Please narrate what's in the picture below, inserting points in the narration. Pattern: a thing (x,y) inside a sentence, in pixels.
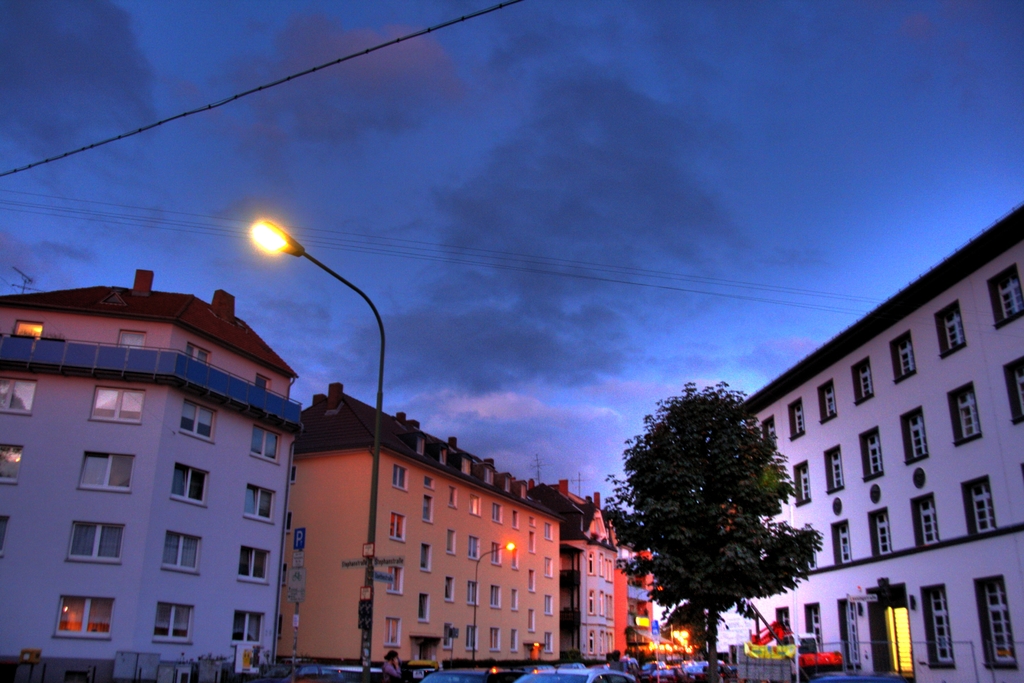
This is a picture of a city (547,617), where there are vehicles (550,674), poles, lights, buildings (908,528), and in the background (605,219) there is sky (402,203).
